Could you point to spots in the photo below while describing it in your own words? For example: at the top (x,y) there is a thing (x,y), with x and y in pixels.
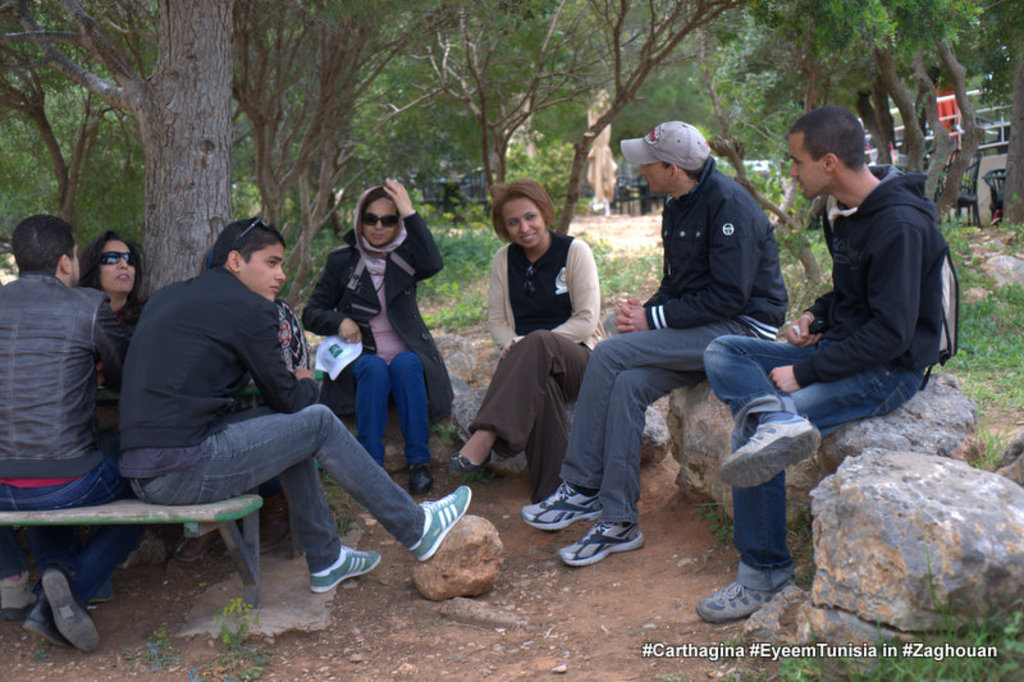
There are persons (695,145) in different color dresses (924,348). Some of them are sitting on the rocks (942,382). And remaining are sitting on a bench (241,503). In the bottom right (980,649), there is a watermark (674,648). In the background (959,65), there are trees (164,49), plants (446,246) and grass (973,283) on the ground (965,303) and there are other objects (607,135).
